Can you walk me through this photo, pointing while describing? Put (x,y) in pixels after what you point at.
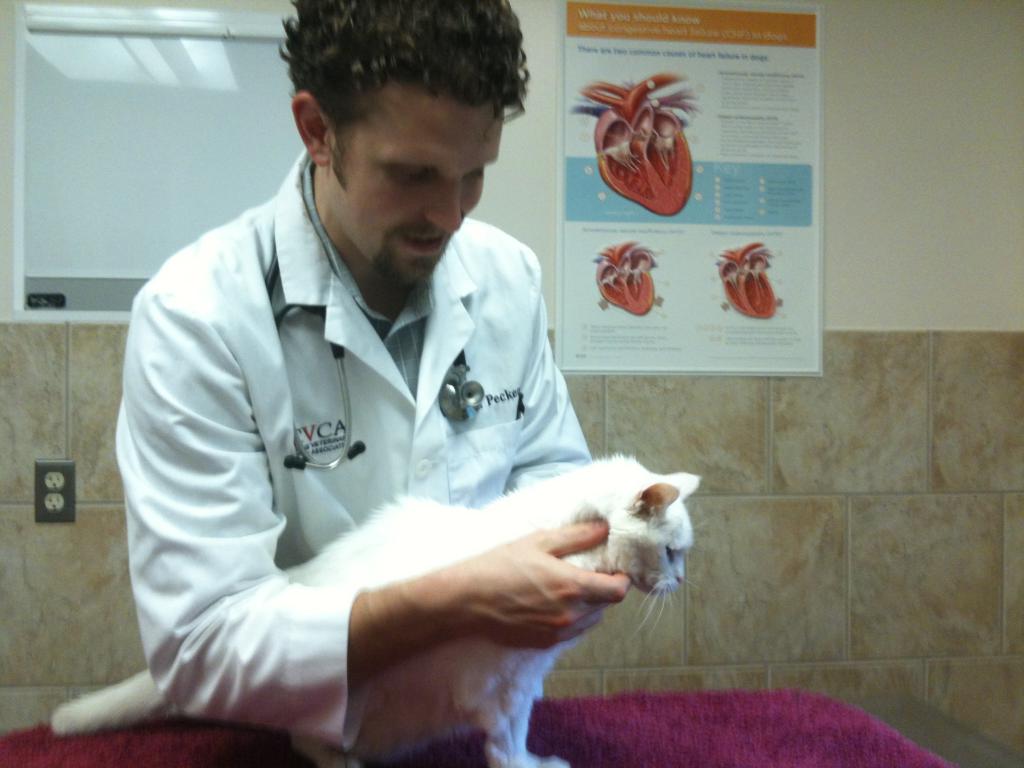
a person (259,510) is holding a white cat (463,559). he is wearing a white shirt (354,442) and a stethoscope (452,414). behind him there is a photo (674,192) in which there are images (628,138) of heart (752,311).
